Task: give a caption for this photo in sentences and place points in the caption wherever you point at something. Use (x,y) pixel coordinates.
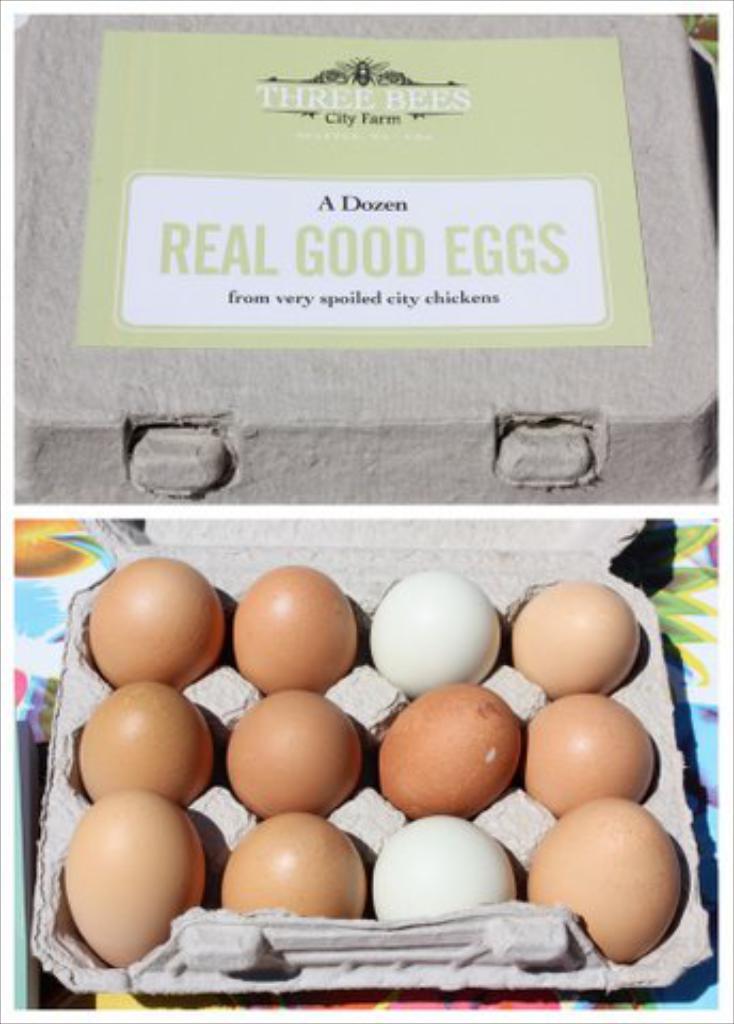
In the image there are eggs (381,766) kept in an egg tray (388,806), behind that there is some object (71,65) and a sticker (218,278) with some names (332,233).
